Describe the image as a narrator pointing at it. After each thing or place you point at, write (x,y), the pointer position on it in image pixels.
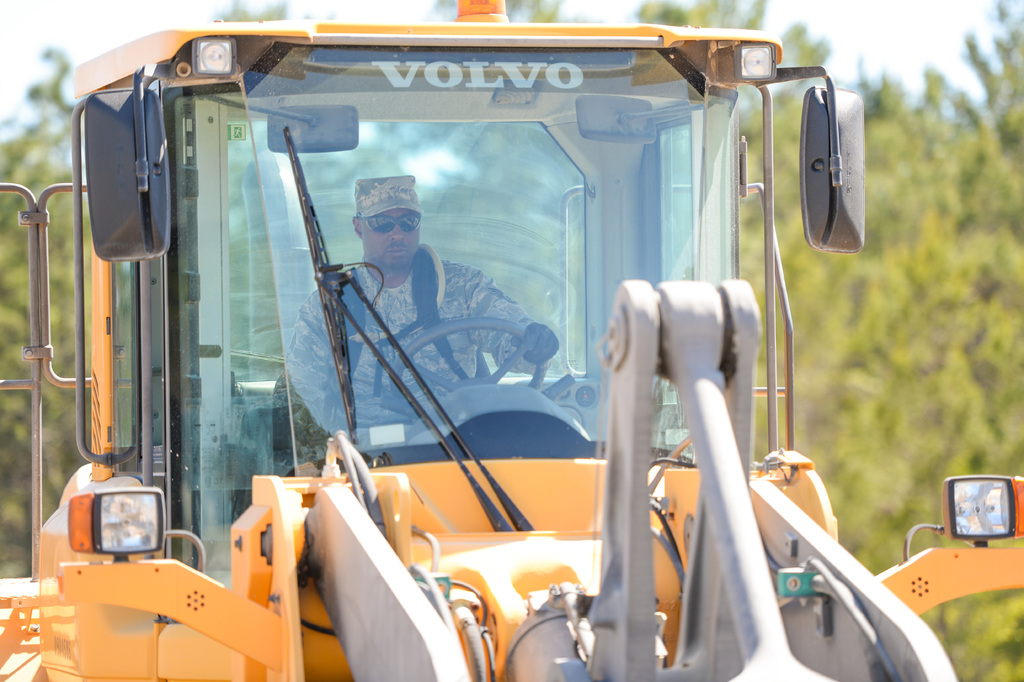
in this picture we can see a army person (329,387) driving a loader (170,677) and there is a text (578,80) written "volvo" on it and a siren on the top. right side there are few trees (789,126).
